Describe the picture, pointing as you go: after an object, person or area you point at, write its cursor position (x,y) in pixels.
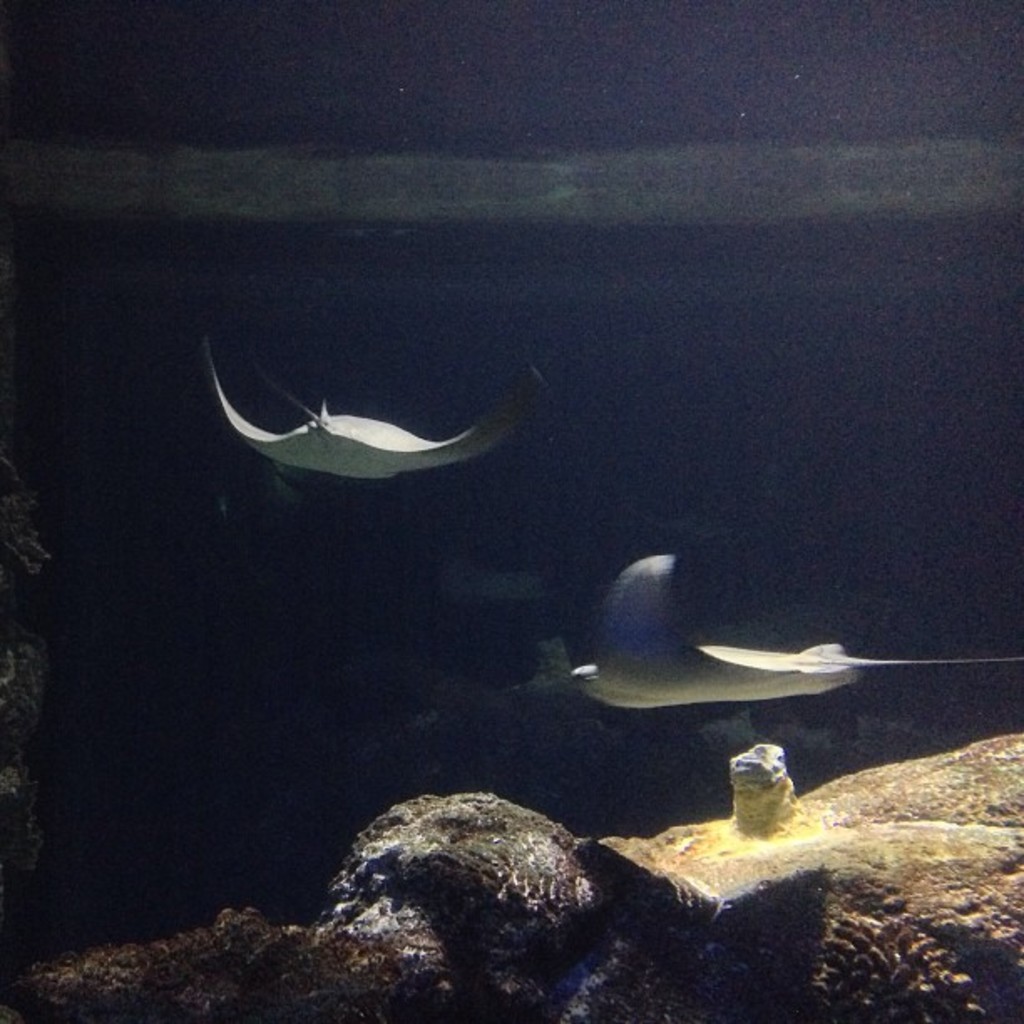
This image is clicked inside the water (299,511). There are stingrays (367,469) swimming in the water (519,554). At the bottom (489,938) there are rocks (585,852). The background (821,406) is dark.
